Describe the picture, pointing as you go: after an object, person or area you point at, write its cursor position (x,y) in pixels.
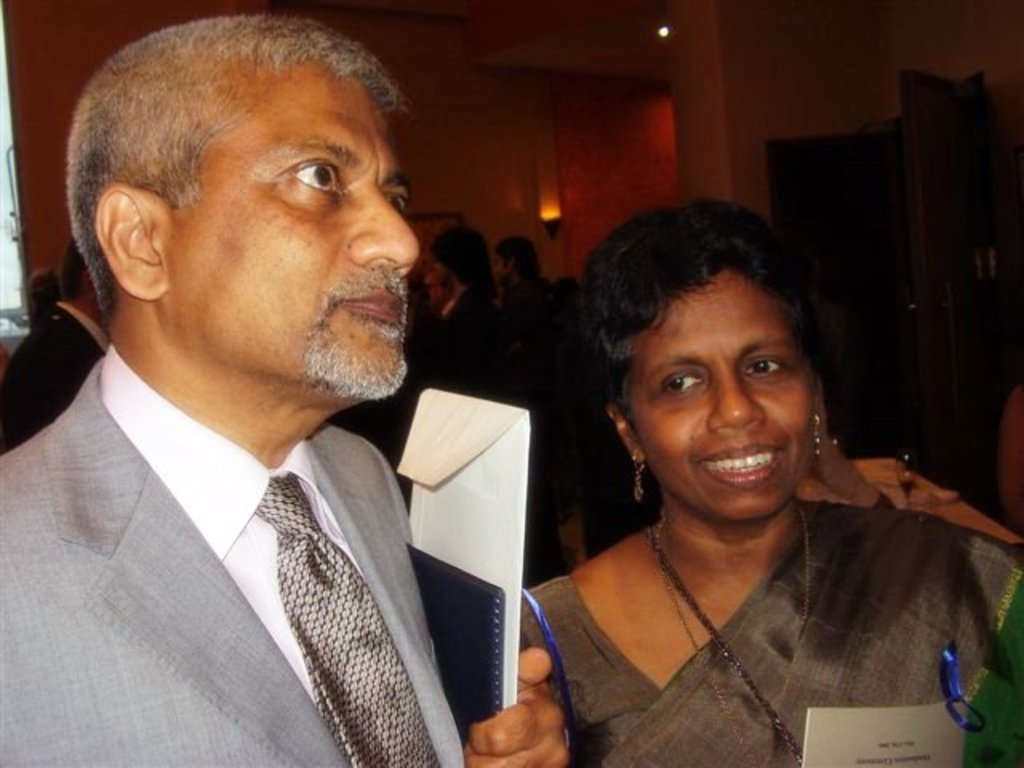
In this image I can see one woman (796,510) and man (340,481) and woman (753,590) mouth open and in the background (826,481) I can see few persons (527,294) and the wall (550,137) and the light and beam (705,133) and man (384,324) holding a cover (472,517).
